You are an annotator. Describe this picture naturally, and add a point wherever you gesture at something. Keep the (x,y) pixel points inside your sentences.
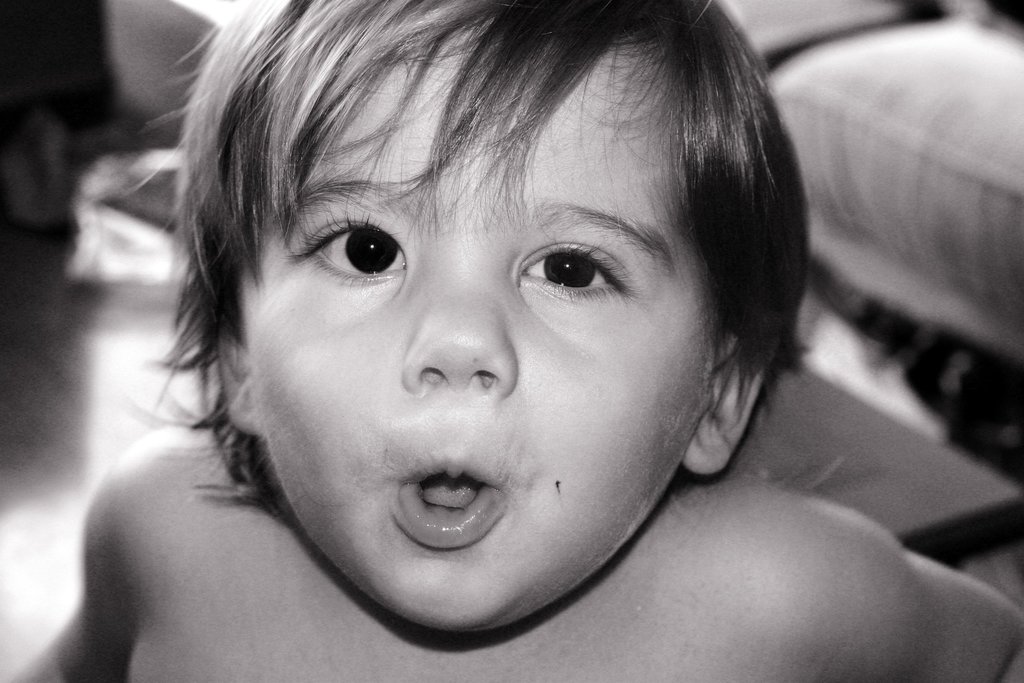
As we can see in the image in the front (450,377) there is a child (465,134). On the right side (923,88) there is sofa (904,142) and the background (6,172) is blurred.
